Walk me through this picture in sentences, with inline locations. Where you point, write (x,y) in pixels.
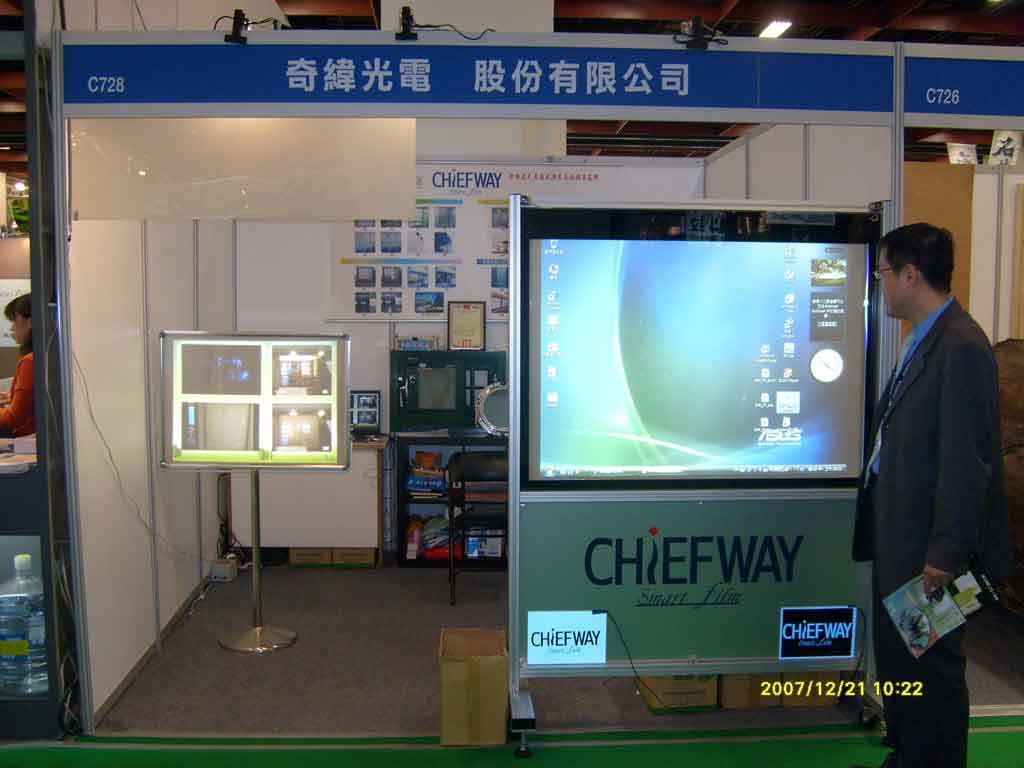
This is the man (893,436) standing and holding a book (932,601). This is the TV screen (869,354). This looks like a name board (577,91). I can see few objects (326,434) inside the shop (398,480). Here is the paper (425,271), which is attached to the board (298,253). This looks like a cardboard box (455,680). At the left corner of the image (43,628). I can see an water can (25,609). This is the woman (20,400). Here is the watermark (816,693) on the image.
